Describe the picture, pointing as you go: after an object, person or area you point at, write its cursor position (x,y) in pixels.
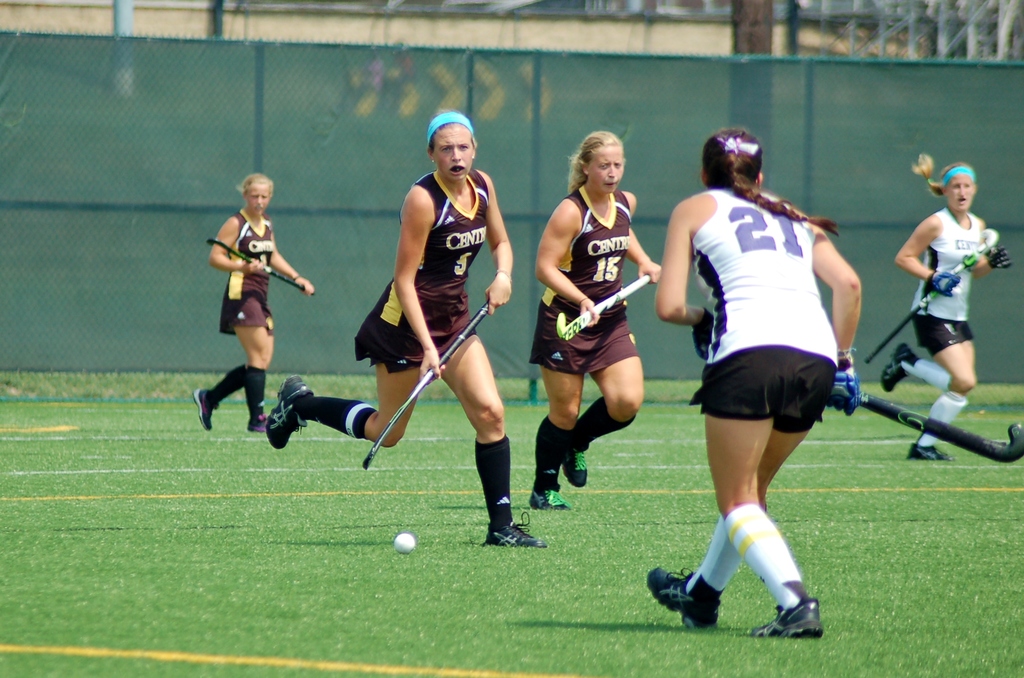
In this image we can see a few people (444,375) playing hockey on the ground (653,441), there are some poles (749,17), net (366,157) and in the background (831,35) it looks like the wall (816,41).
